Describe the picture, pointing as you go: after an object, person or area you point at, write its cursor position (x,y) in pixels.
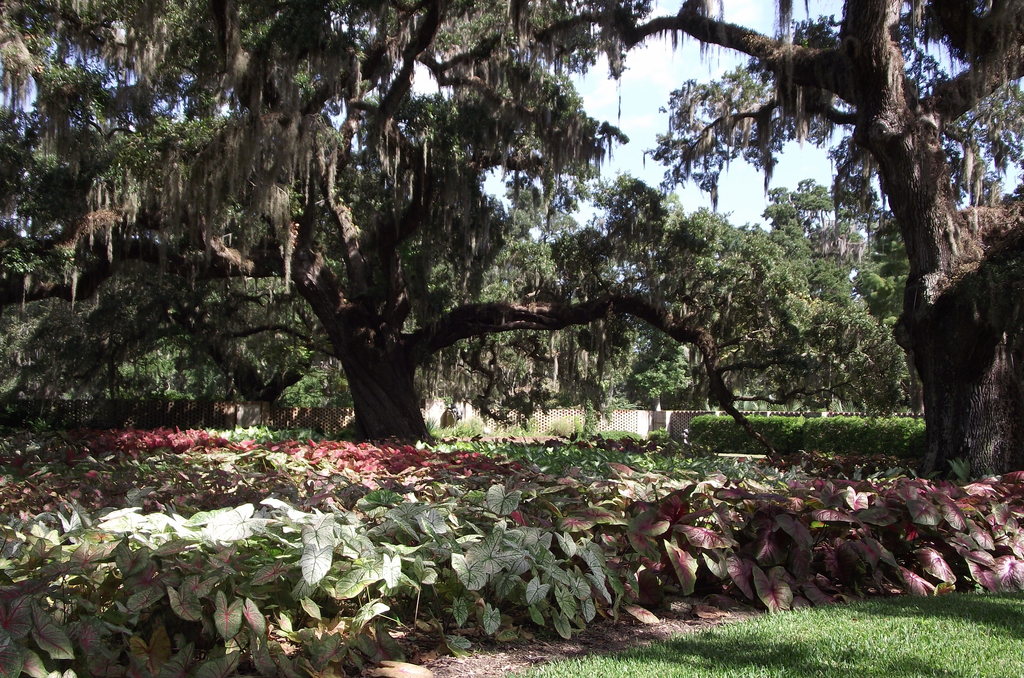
In this image we can see the grass (848,634), small plants (700,563), shrubs (702,435), trees (1000,425), wooden fence (546,425) and the sky (765,3) in the background (740,154).
